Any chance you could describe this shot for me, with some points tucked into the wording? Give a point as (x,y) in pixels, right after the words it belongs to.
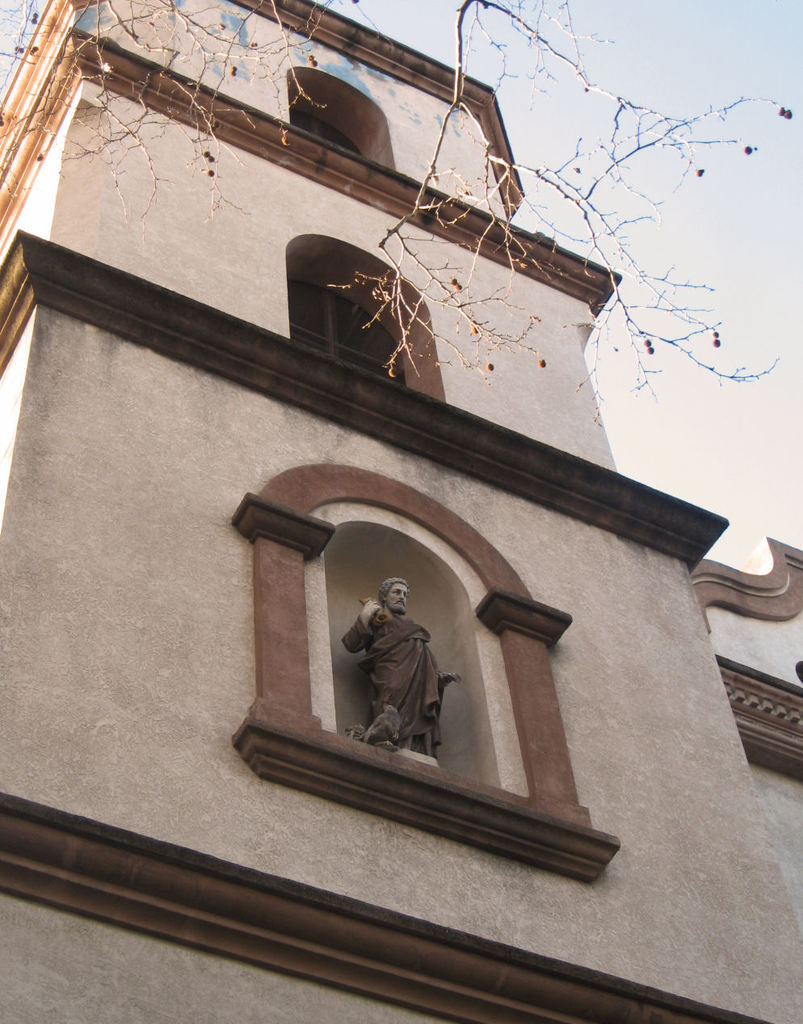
In the image we can see a building (189,448) and a sculpture (385,670) of a person (410,671). This is a tree (273,4) and a sky (698,32). We can even see there is a dog (382,730).
